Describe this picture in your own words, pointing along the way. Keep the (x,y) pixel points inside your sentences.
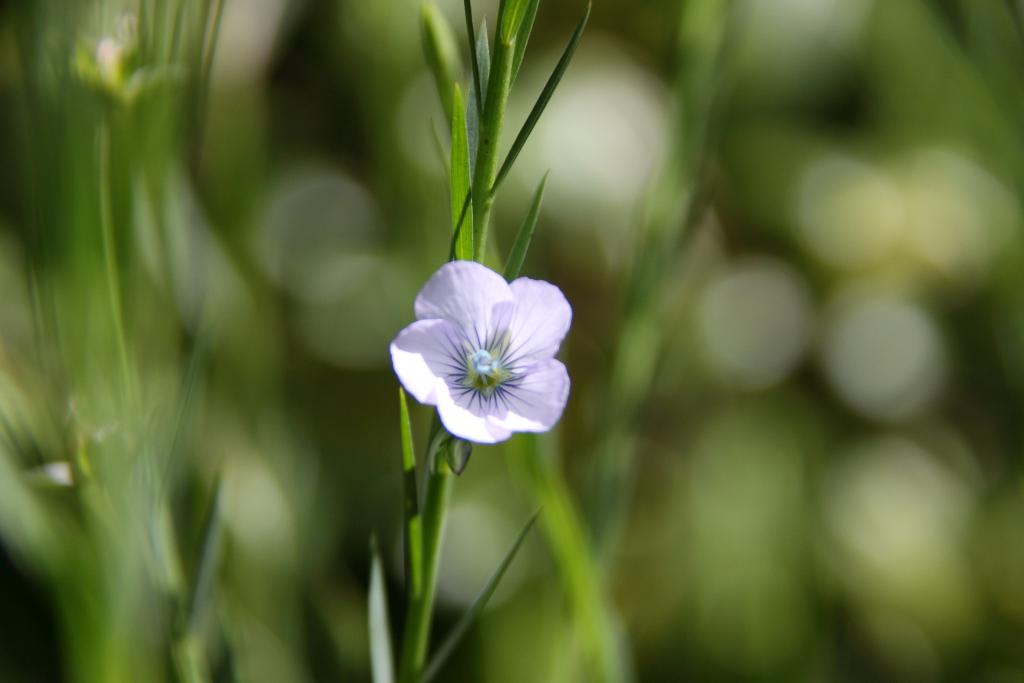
In this picture there is a flower (437,310) on the plant (471,614). At the back (484,447) there are plants (475,576) and the image is blurry.
